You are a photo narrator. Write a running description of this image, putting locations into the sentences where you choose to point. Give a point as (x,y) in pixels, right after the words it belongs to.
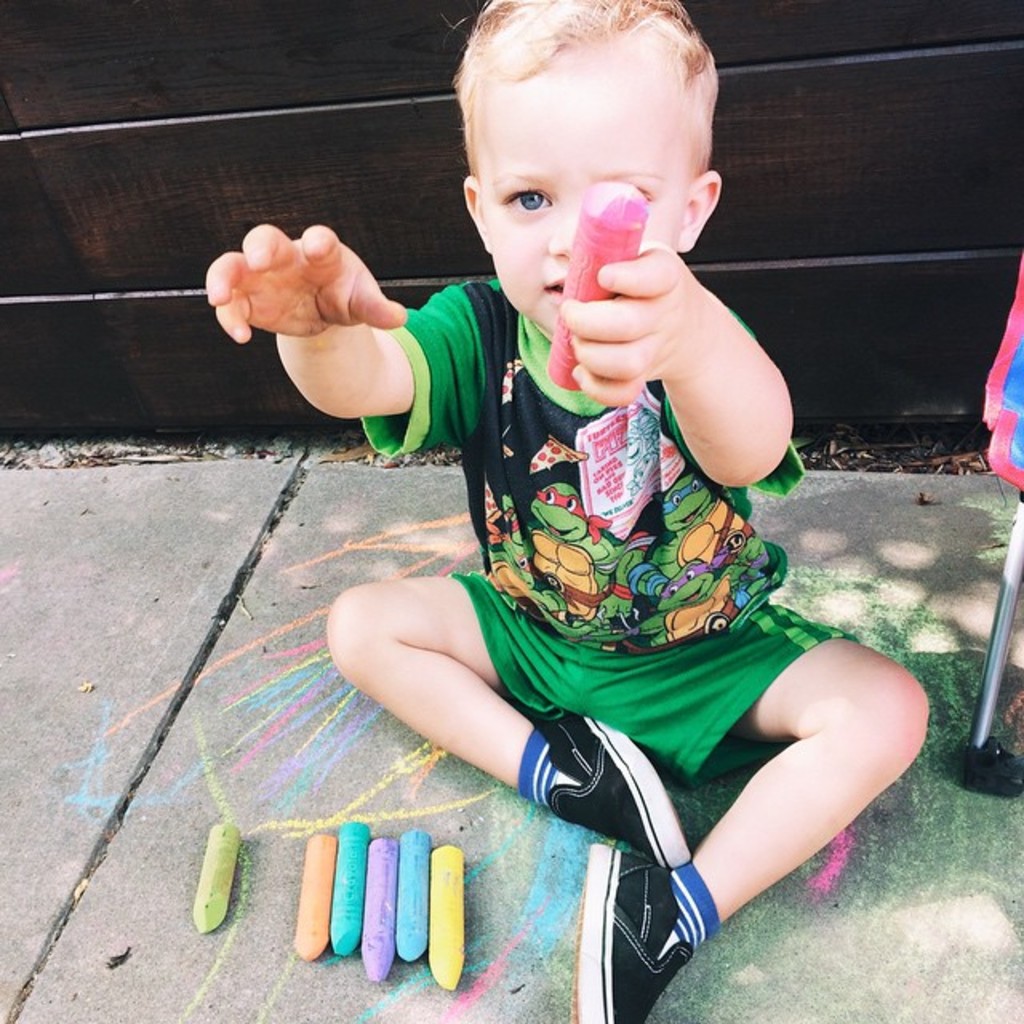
In this image there is a child (668,674) sitting on the surface (889,867) and holding a crayon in his hand (638,257) and there are few more crayons (405,867) on the surface (530,925), beside the child (831,667) there is a chair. In the background (52,320) there is a wall (192,288).
